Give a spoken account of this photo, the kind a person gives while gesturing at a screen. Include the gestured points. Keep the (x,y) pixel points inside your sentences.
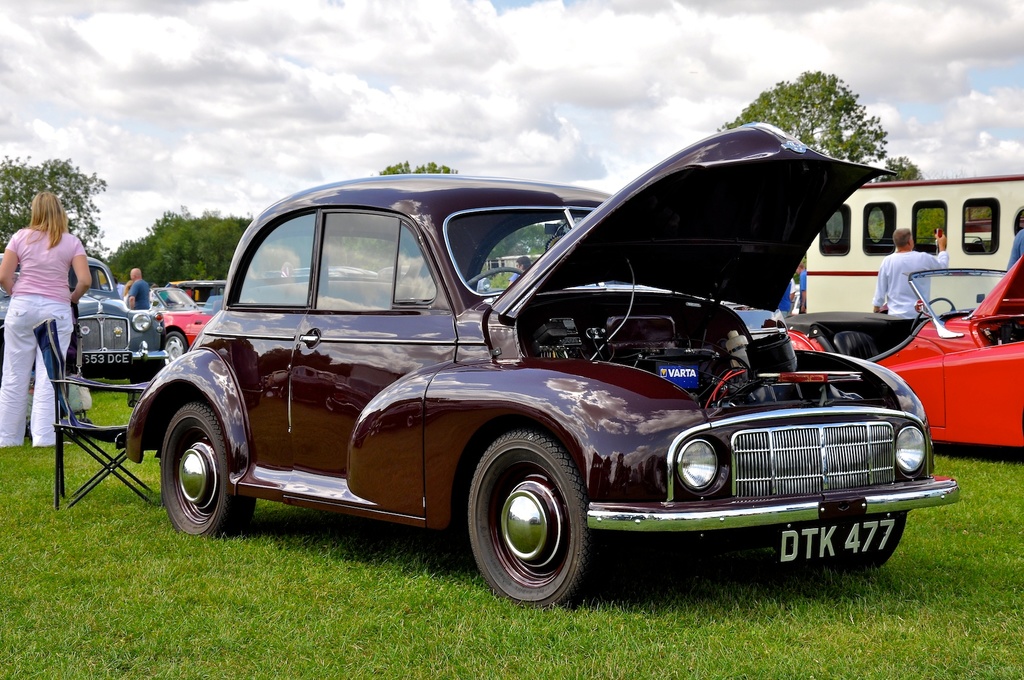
In this image I can see few vehicles (529,388). In front (543,393) the vehicle (570,402) is in brown color, I can also see few persons (54,218) standing. In front (42,264) the person (36,249) is wearing pink and white color dress (17,308), background (17,99) I can see trees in green color and the sky (344,73) is in white and blue color.
